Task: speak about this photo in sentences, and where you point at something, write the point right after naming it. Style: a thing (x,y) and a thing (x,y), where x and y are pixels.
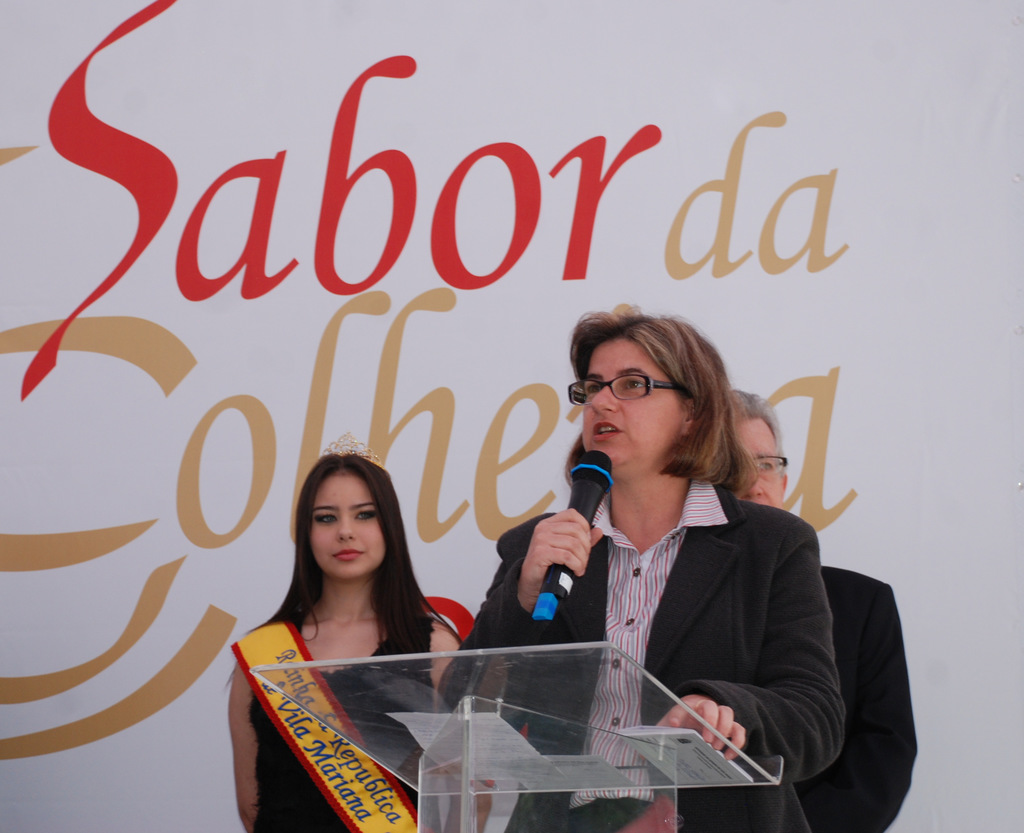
In this image I can see a woman (695,568) wearing black blazer (706,594) and shirt (647,613) is standing in front of a glass podium (594,698) and holding a microphone (590,457) in her hand (542,564). In the background (282,626) I can see two other persons (351,582) wearing black color dress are standing and the white colored banner (841,288).
